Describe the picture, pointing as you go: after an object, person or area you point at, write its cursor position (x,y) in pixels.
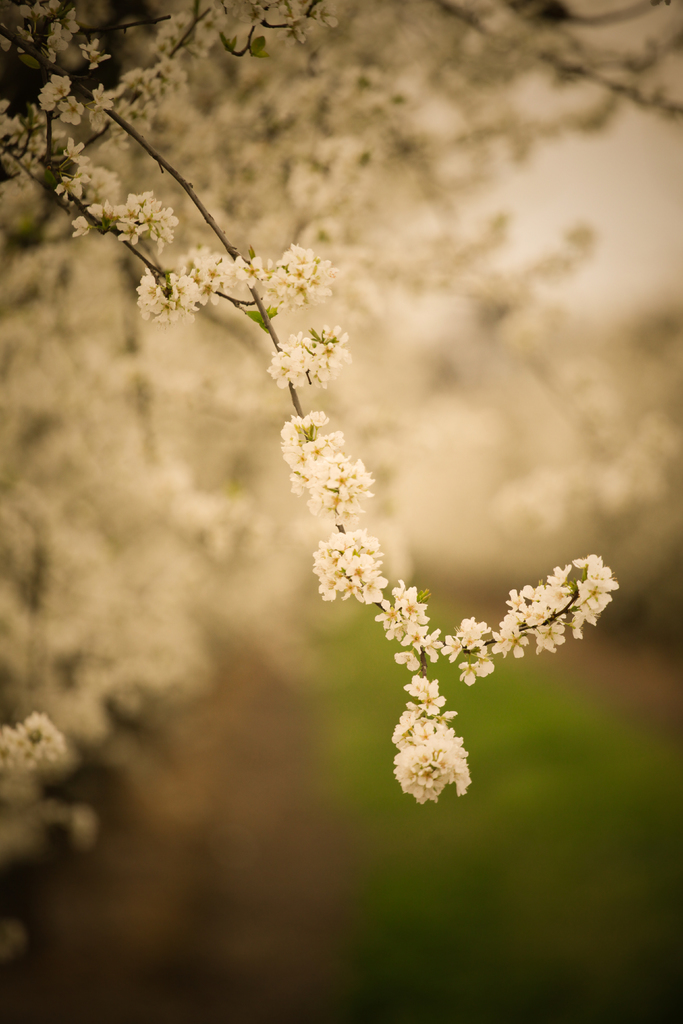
In this picture we can see few flowers (339,495), grass (380,780) and blurry background (524,381).
